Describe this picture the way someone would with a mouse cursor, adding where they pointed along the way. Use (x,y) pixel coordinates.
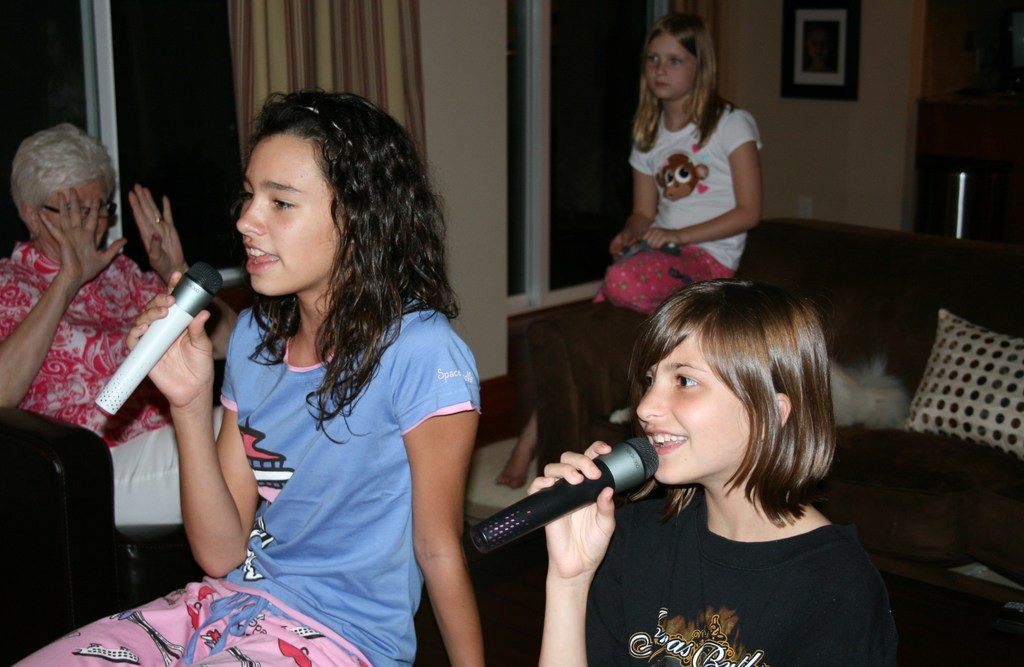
In this picture we can see four persons (234,647) sitting on the sofa (922,532). Here these two persons (880,656) are singing on the mike (609,462). On the background (471,168) there is a wall (459,70). And this is the frame (815,69) and there is a curtain (382,53).
